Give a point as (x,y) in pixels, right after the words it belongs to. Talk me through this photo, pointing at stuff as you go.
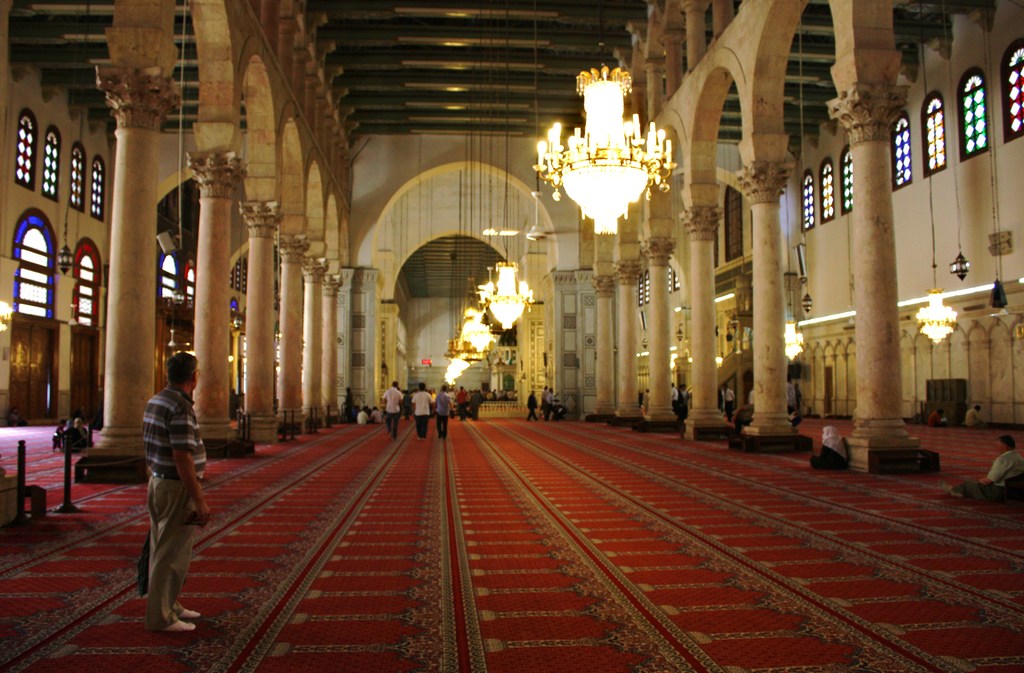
This image is inside a building (27,389) where we can see person (183,555) standing and these people (475,410) are walking on the floor (393,444). Here we can see the pillars (884,333), chandeliers (581,88) and the wall (983,236) in the background (984,248).
